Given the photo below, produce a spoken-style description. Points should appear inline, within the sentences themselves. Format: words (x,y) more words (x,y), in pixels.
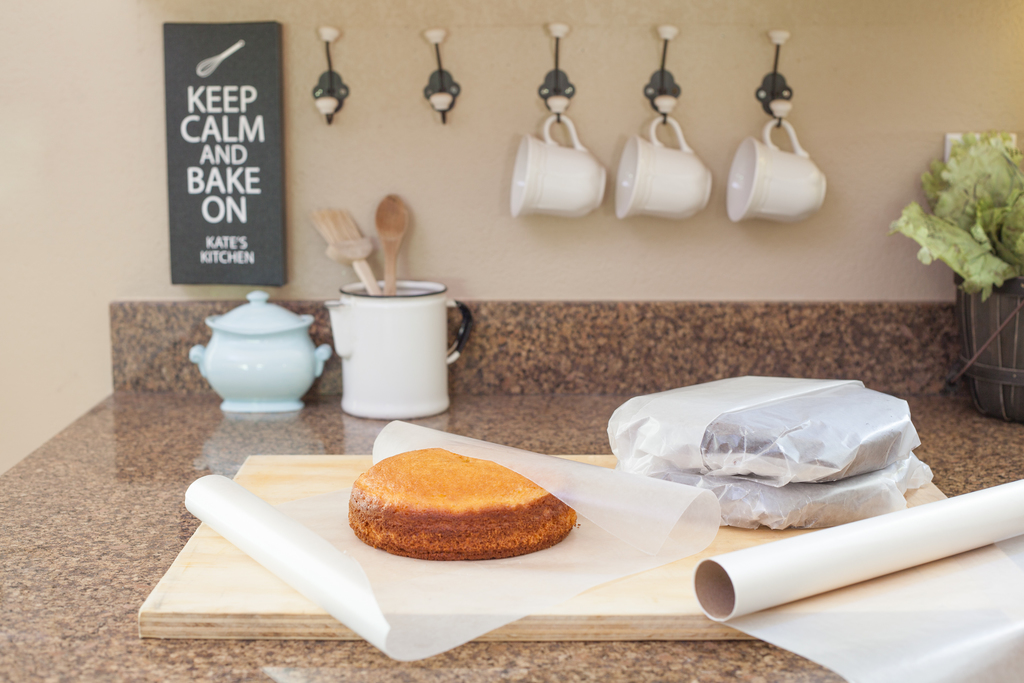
In this image I can see a kitchen cabinet (35,640) on which there are cakes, foils (499,453), kitchen tools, jar (269,341) and a basket (981,366). In the background (867,195) I can see a wall (832,189), board (231,176) and a cup stand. This image is taken in a room (585,358).
